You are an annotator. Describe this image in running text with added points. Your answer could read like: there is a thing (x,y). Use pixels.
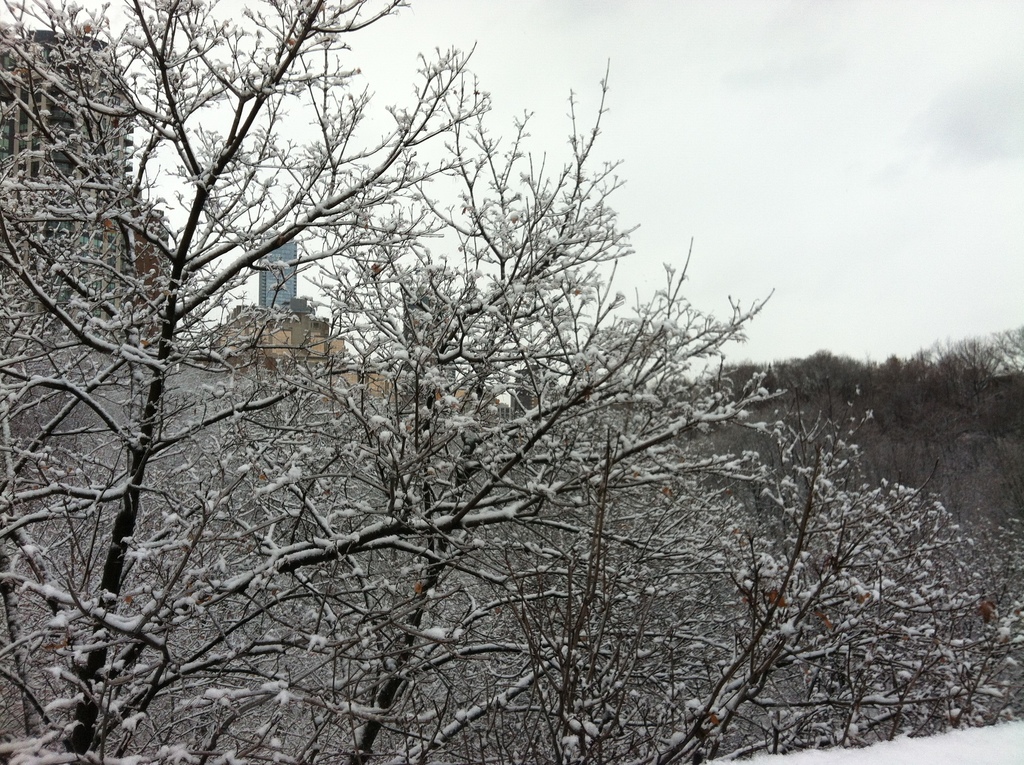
In this image we can see snow (553,443) on the bare trees (506,463). In the background (270,341) we can see trees (892,418), buildings (320,356) and clouds (674,166) in the sky (675,99).
